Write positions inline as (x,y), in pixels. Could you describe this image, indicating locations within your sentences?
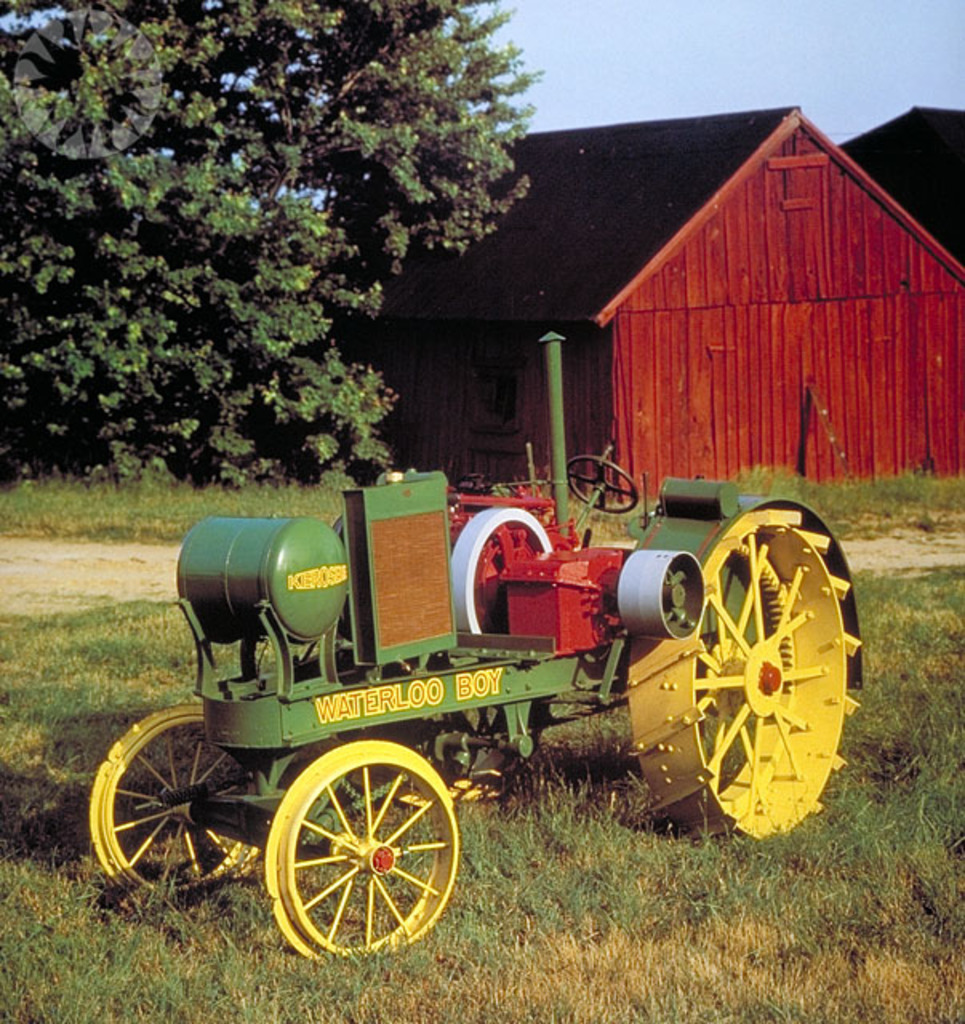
In this image there is a vehicle (459,693) on the ground (463,893). There is text (459,694) on the vehicle (407,690). There is grass (602,922) on the ground (456,925). Behind the vehicle (686,564) there are wooden houses (813,237). To the left (228,228) there is a tree (152,269). At the top (628,75) there is the sky (687,58).
